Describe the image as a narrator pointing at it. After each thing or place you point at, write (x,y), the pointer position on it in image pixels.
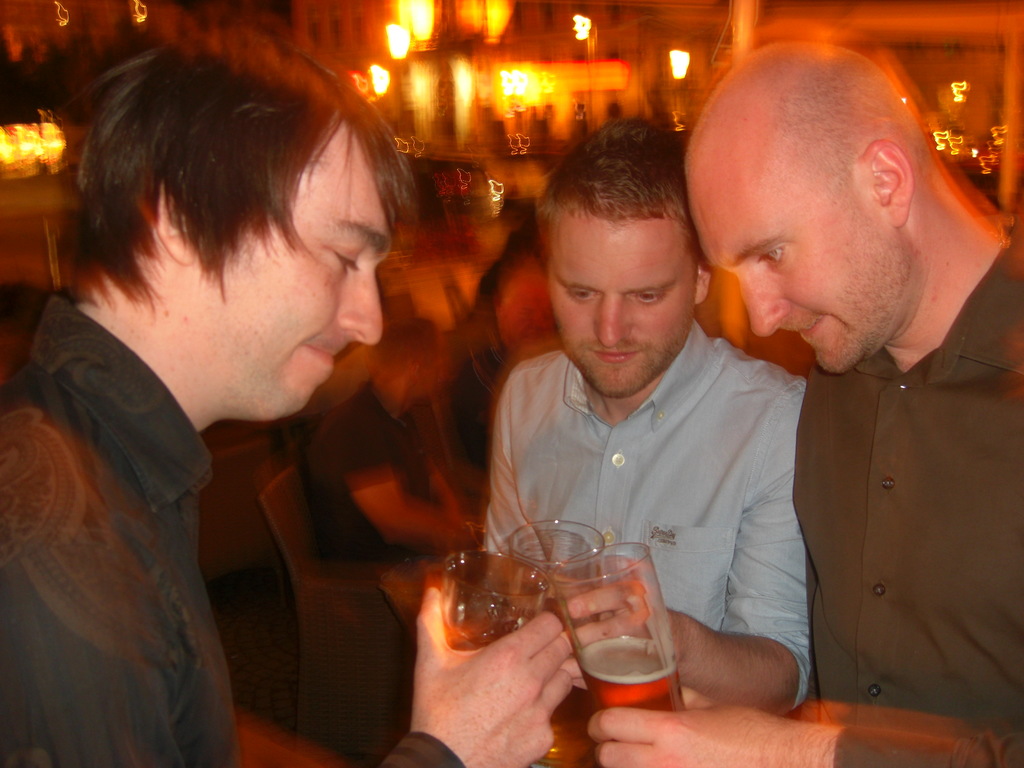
In this image there are three person (787,627) holding a glass (640,657).
